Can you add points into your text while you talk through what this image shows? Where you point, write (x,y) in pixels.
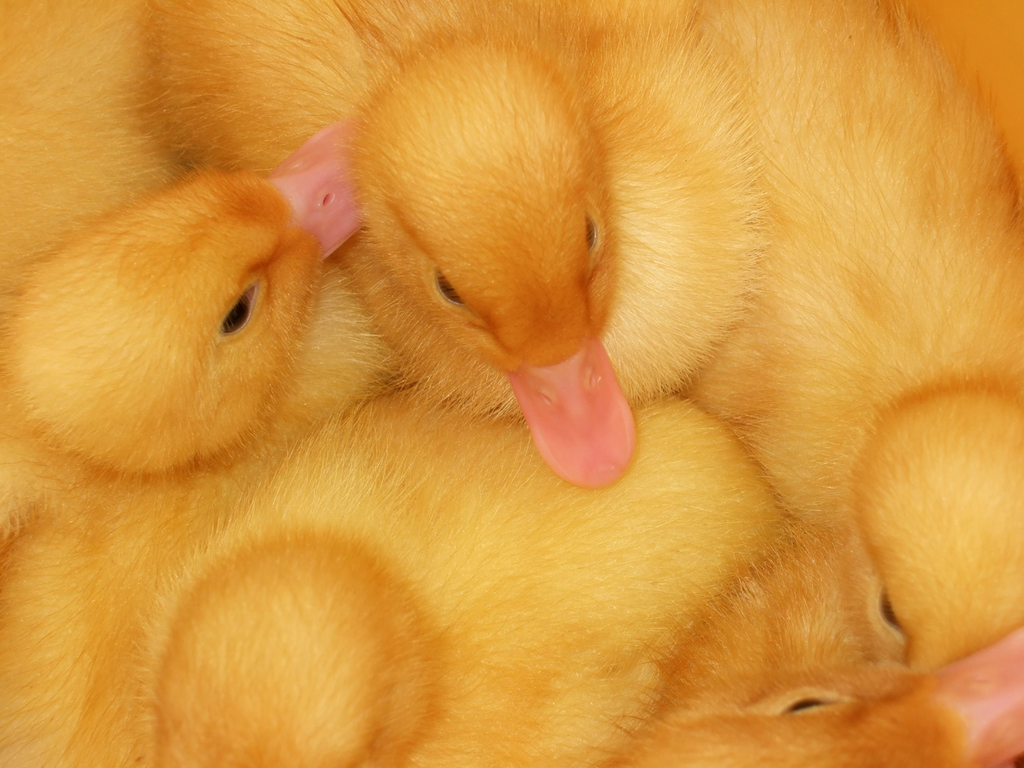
In the picture I can see a group of ducklings (411,468).
